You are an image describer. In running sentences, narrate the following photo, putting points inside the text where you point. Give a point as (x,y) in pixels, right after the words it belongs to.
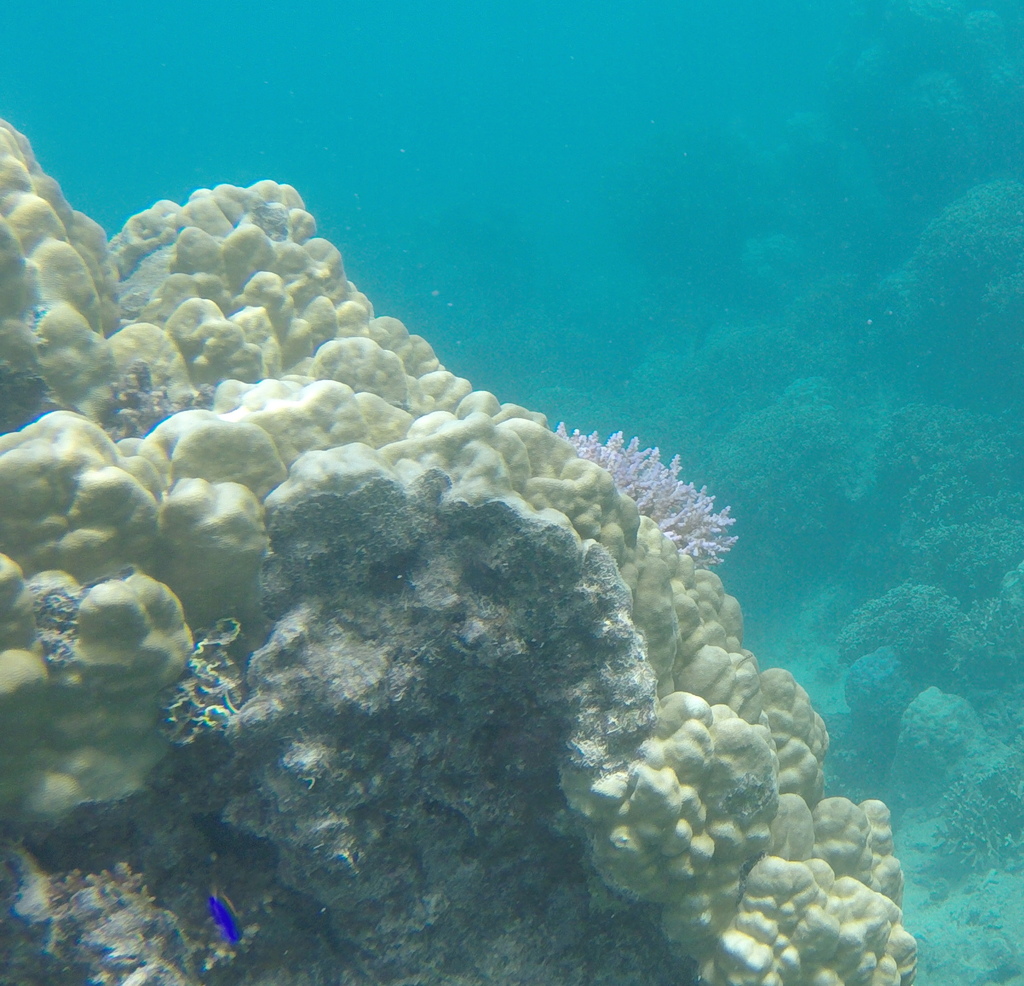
In this image there are reefs (586,736) and a fish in the water (561,311).
